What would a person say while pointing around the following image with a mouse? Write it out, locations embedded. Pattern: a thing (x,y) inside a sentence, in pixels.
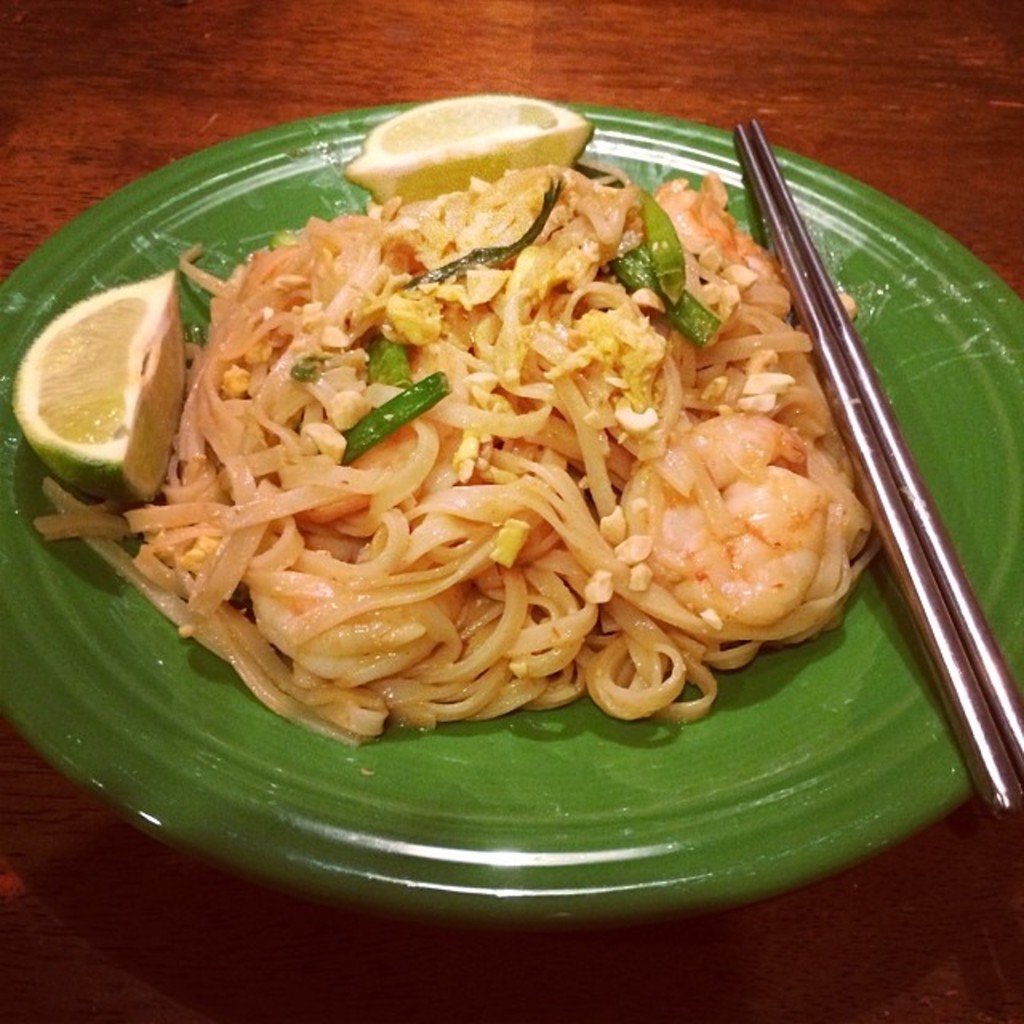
In this image we can see a plate (723,816) filled with food item (572,613).
